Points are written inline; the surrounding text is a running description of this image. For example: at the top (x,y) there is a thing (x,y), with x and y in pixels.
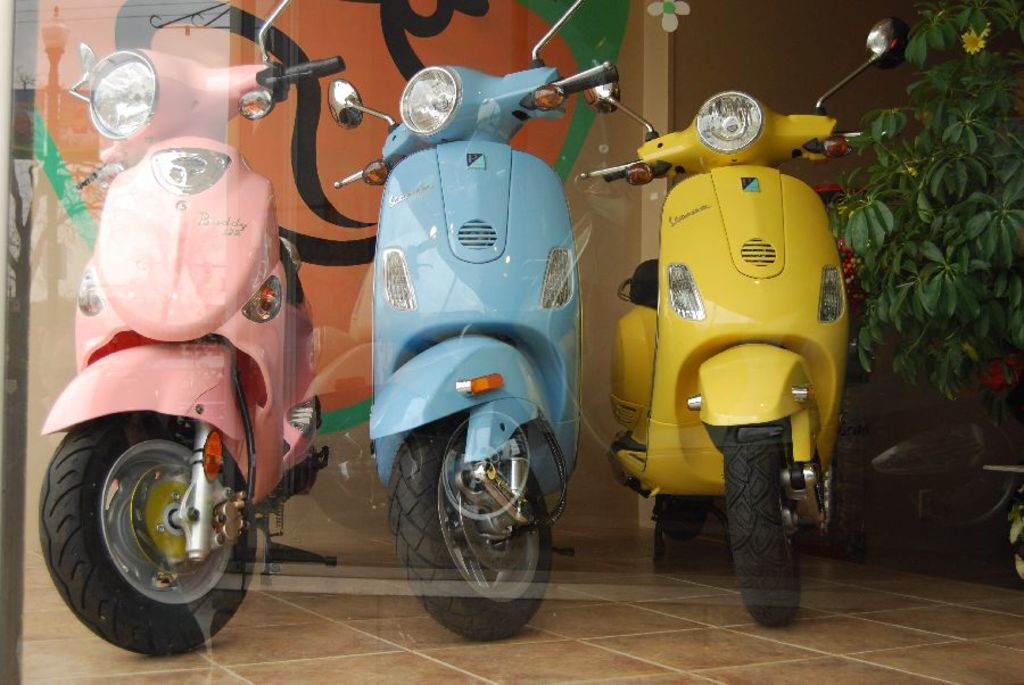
In this image I can see three vehicles (221,274), they are in pink, blue and yellow color. Background (949,339) I can see plants (962,380) in green color and I can see a multi color wall (590,58).
